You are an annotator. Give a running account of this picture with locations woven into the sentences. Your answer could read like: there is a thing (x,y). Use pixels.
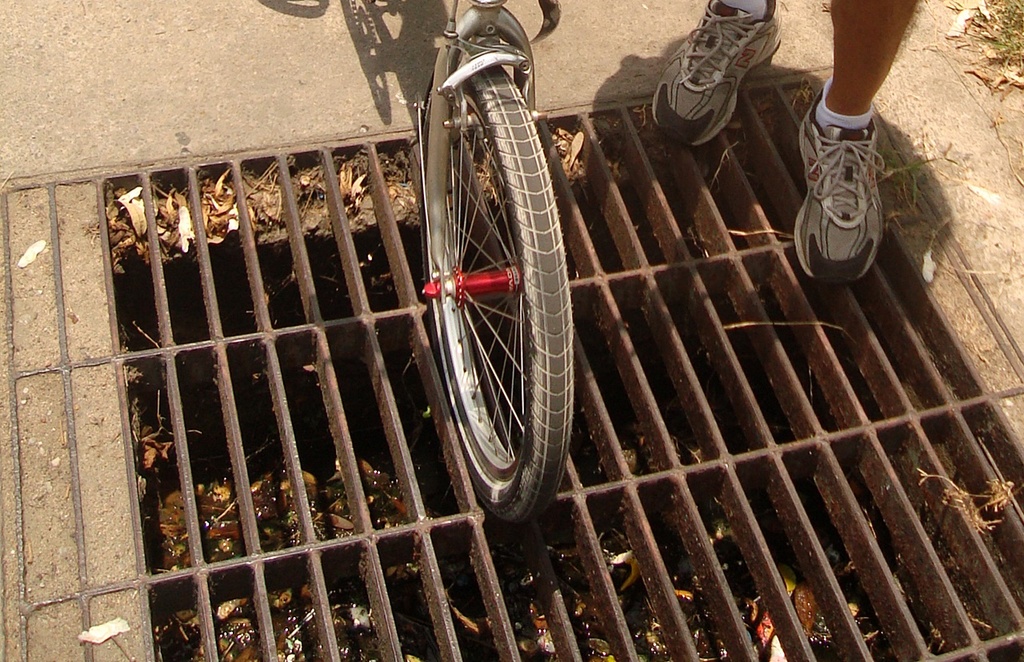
In this image we can see a cycle (507,273) on a drainage pit (324,490). On top right corner (836,162) there is a man (730,84).
